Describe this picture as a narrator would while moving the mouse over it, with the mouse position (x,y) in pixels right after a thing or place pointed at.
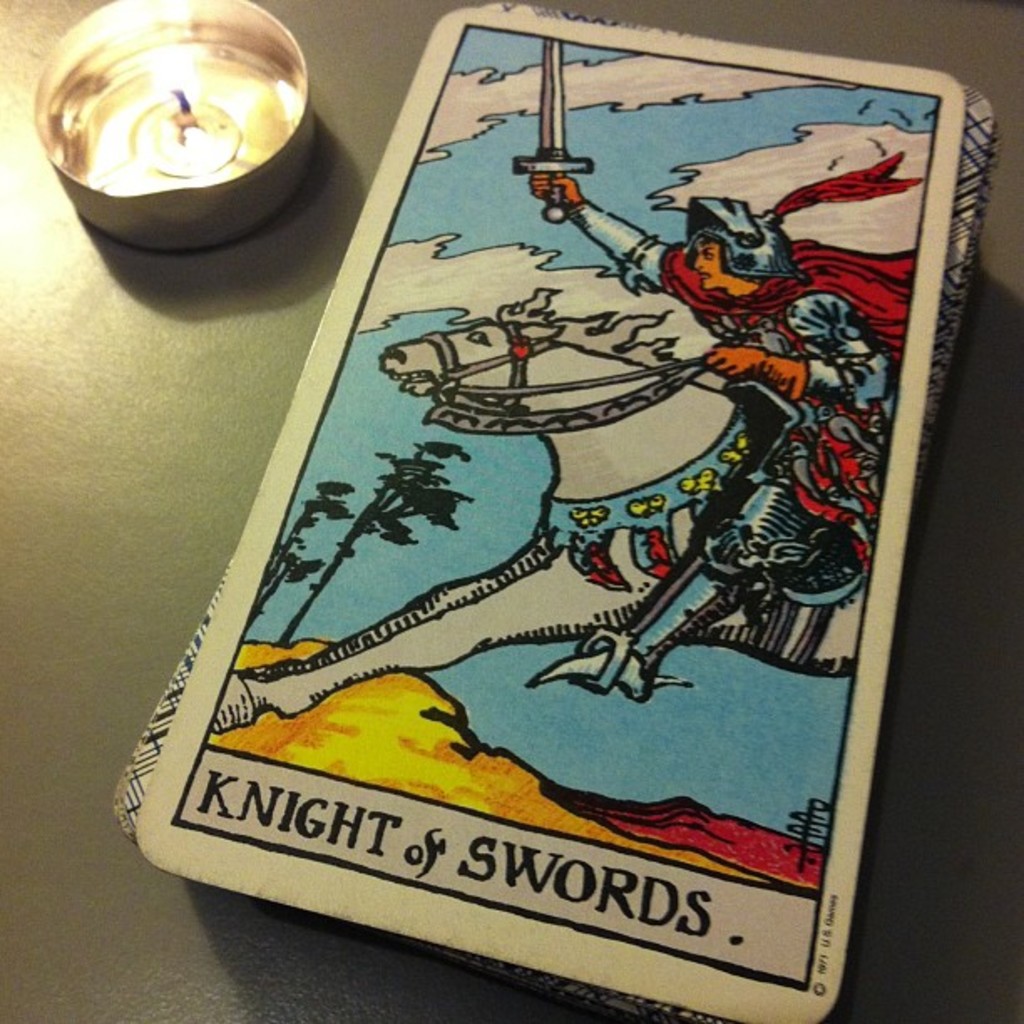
In this image there are cards (548,570) one above the other on the right side (779,450). On the left side (205,240) there is a candle (153,133) in the bowl (110,198).
